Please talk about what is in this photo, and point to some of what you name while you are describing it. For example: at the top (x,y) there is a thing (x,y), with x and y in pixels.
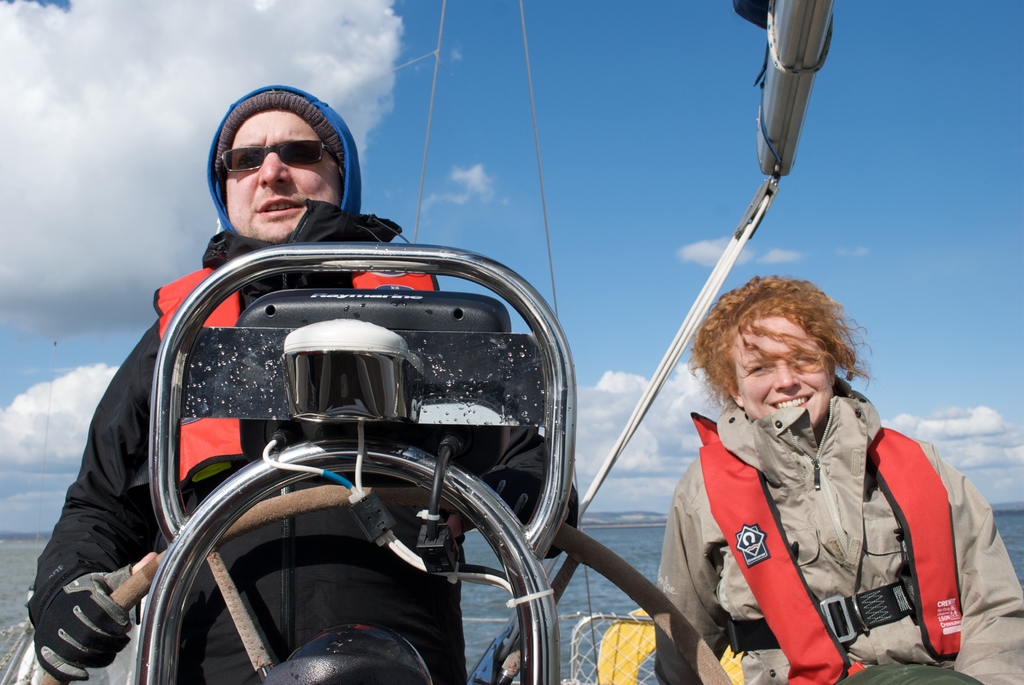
In the front of the image (355,380) there are people (731,395), rods (557,318), mesh (606,639), tub (620,643) and objects (317,385). People (291,531) wore jackets (780,449). In the background of the image (640,537) there is water (650,540) and cloudy sky (443,188). A person (274,234) wore goggles (308,152), gloves (101,608) and he is holding an object (145,571).
